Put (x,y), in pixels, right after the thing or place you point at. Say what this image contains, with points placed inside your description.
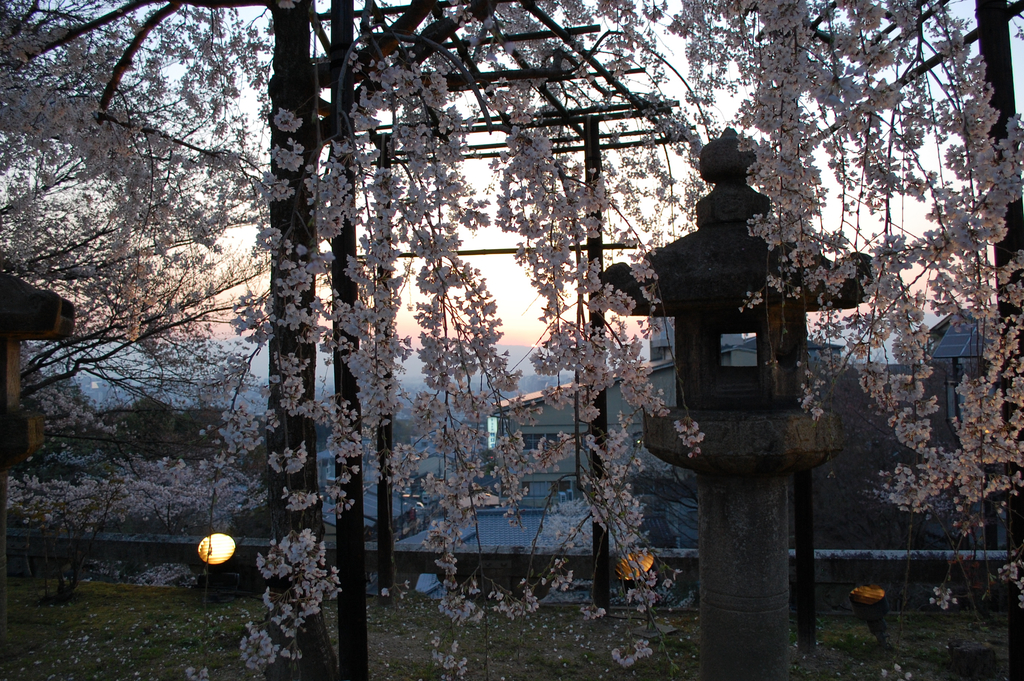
In the picture I can see trees (454,423), buildings (691,544) and some other objects (334,332). In the background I can see the sky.
